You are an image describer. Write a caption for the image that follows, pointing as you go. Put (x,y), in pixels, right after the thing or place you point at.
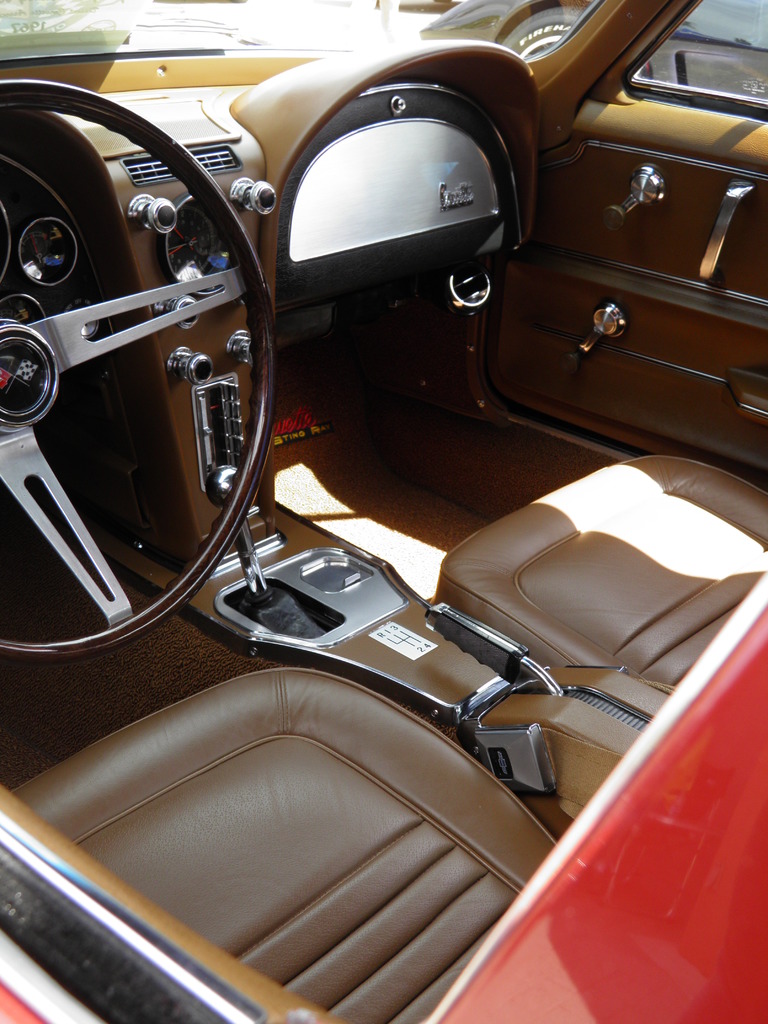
This picture might be taken inside the car (589,423). In this image, on the right side (718,1010), we can see red color. On the left side (168,150), we can also see a steering (253,473). In the middle of the image (267,596), we can see a gear (214,486). In the background (742,18), we can see a glass window (418,20), out of the glass window (339,14), we can also see another car (569,21).
